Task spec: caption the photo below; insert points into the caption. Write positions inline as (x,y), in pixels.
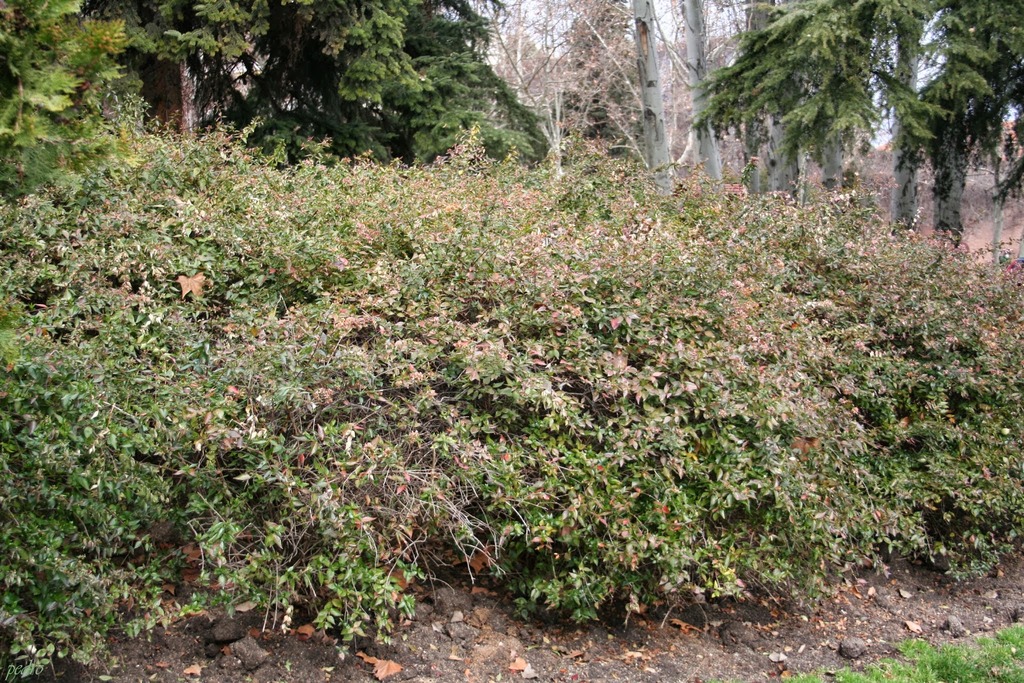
In this image we can see plants (664,347), trees (608,120). At the bottom of the image (640,658) there is soil (868,625) and grass (932,658).
